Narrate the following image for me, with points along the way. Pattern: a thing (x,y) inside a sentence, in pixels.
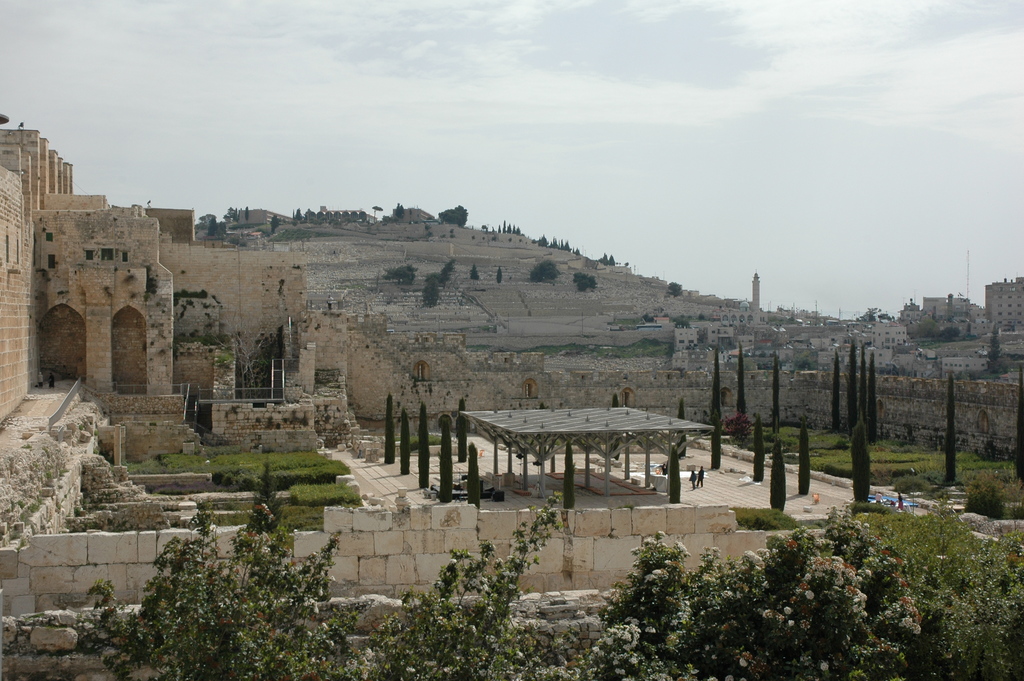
In this picture, we can see some buildings (698,421), trees (476,463), plants (788,537), towers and we can see the sky (492,159) with clouds (496,186).
